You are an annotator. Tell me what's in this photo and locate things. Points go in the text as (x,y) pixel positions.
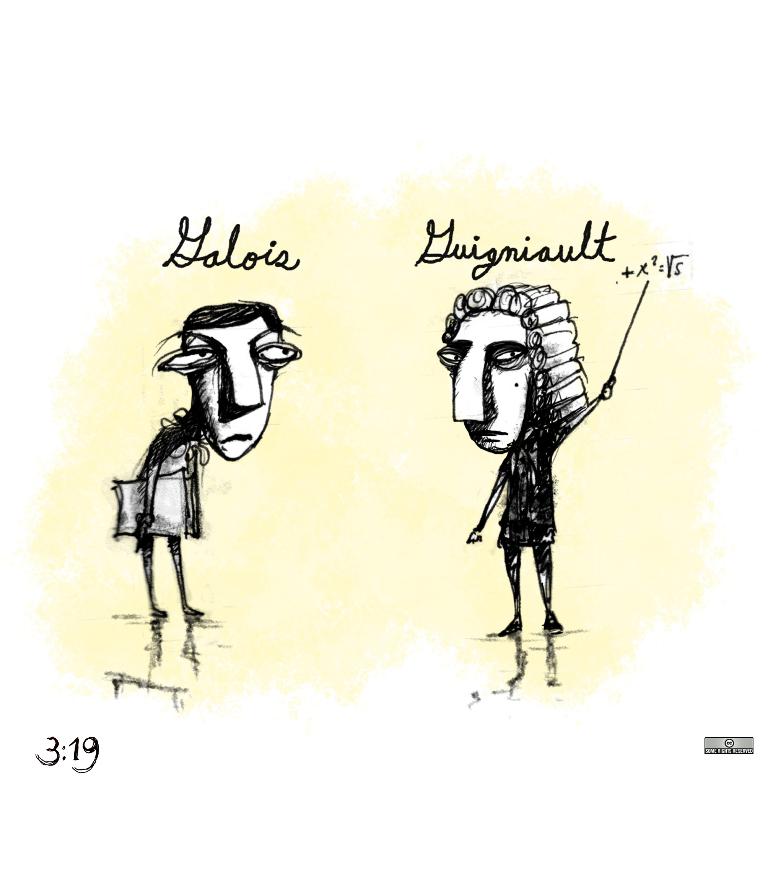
In this picture we can see sketch (508,453) of two persons (267,427), there is some text (456,247) in the middle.
